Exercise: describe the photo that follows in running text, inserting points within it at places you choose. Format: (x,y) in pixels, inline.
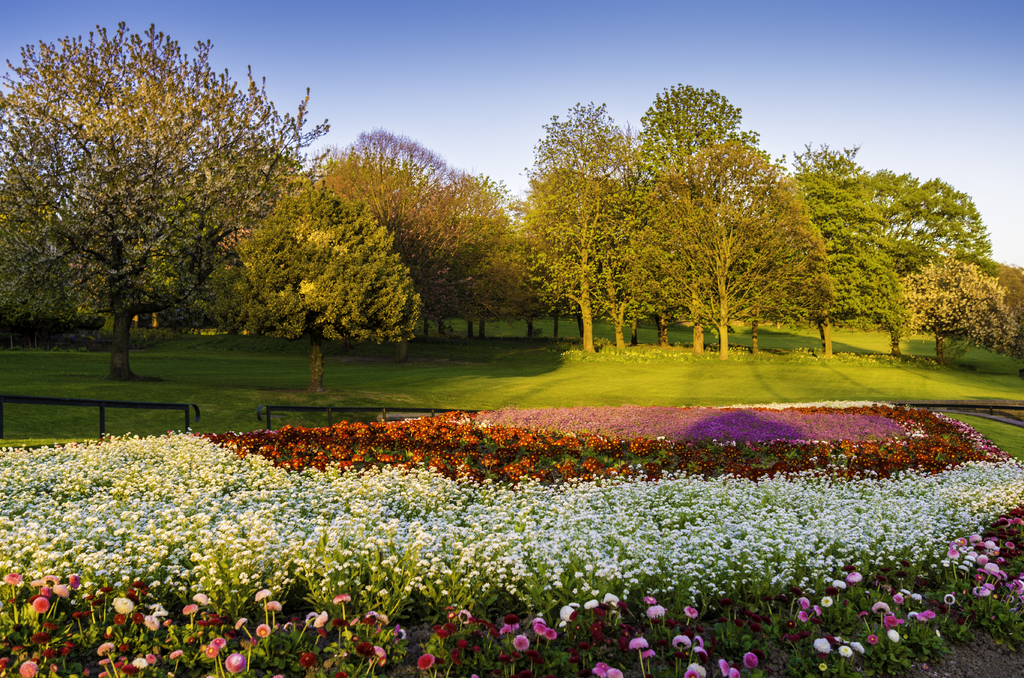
In this picture we can see colorful flowers (472,520). We can see some fencing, grass (49,437), trees (754,261) and the sky (536,123).
